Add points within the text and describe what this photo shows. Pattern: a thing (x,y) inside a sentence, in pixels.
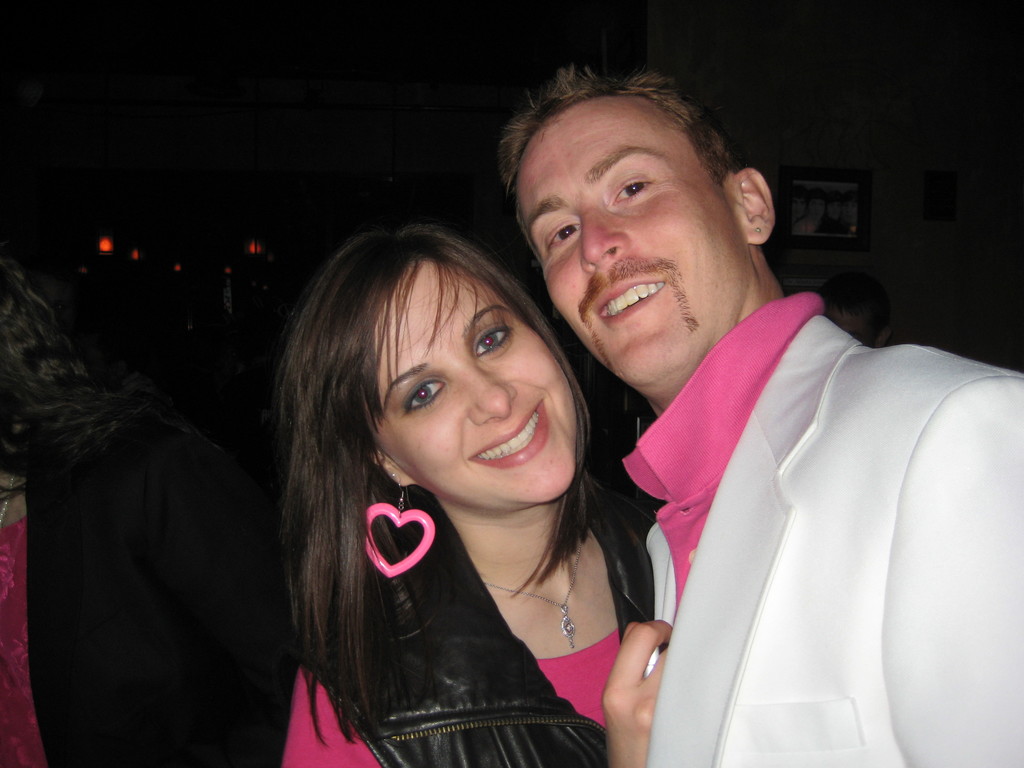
In this picture I can see a man (633,469) and a woman (616,546), they are smiling.
